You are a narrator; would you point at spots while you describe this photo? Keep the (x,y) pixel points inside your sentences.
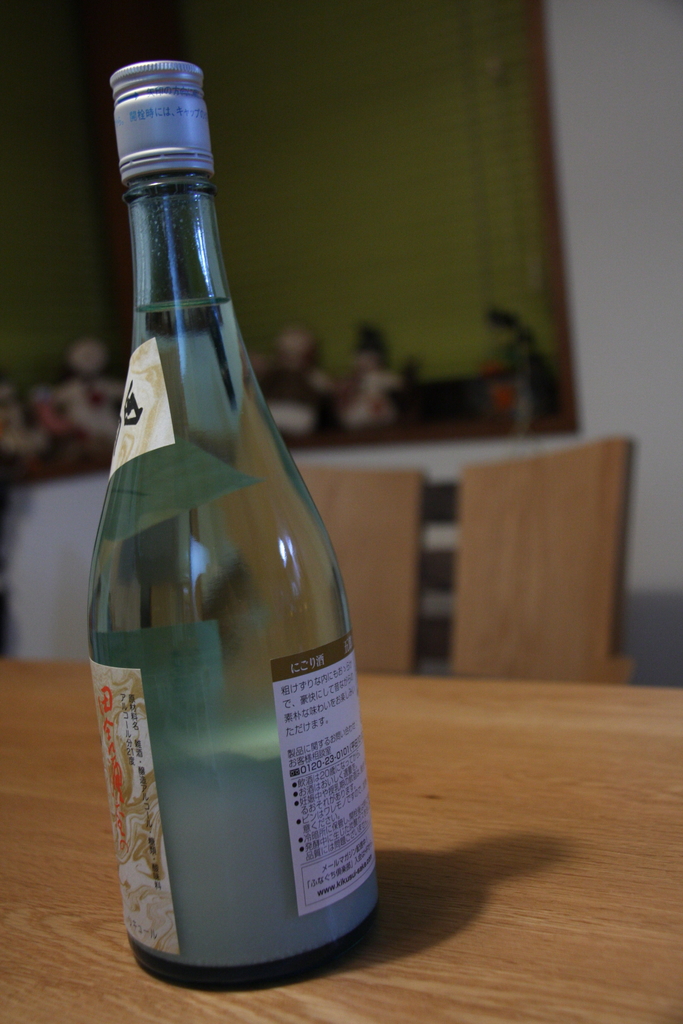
In this image I can see a wine bottle (180,684) on the table (495,825). In the background (259,294) the image is blur.
